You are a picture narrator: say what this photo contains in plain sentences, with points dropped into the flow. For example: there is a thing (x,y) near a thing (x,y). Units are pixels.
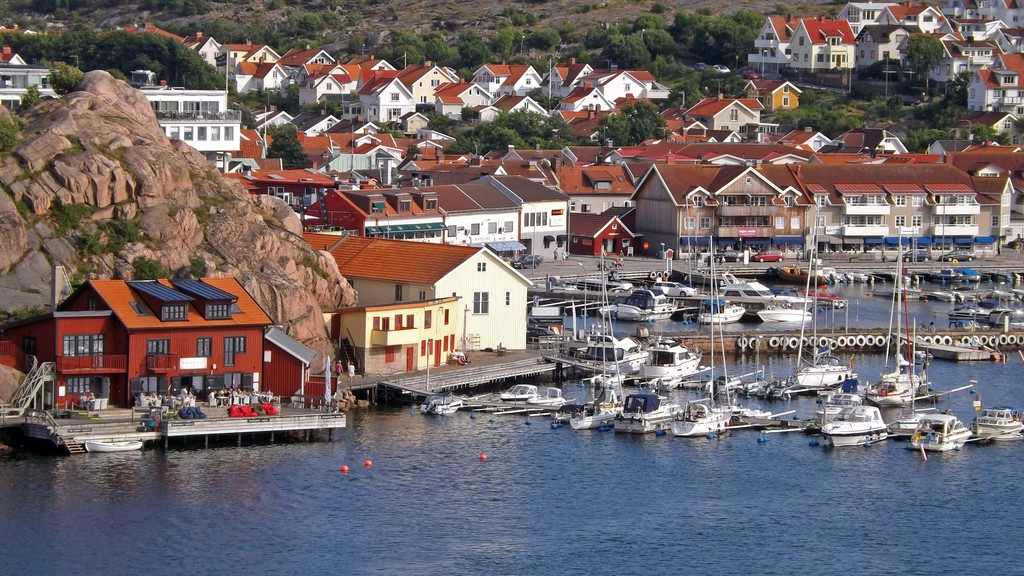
In this image we can see many houses (394,235), trees (838,98), vehicles (526,261) and also the boats (728,416) on the surface of the water (360,490). We can also see the safety rings (812,347), hills (854,101) and the road (589,254).
